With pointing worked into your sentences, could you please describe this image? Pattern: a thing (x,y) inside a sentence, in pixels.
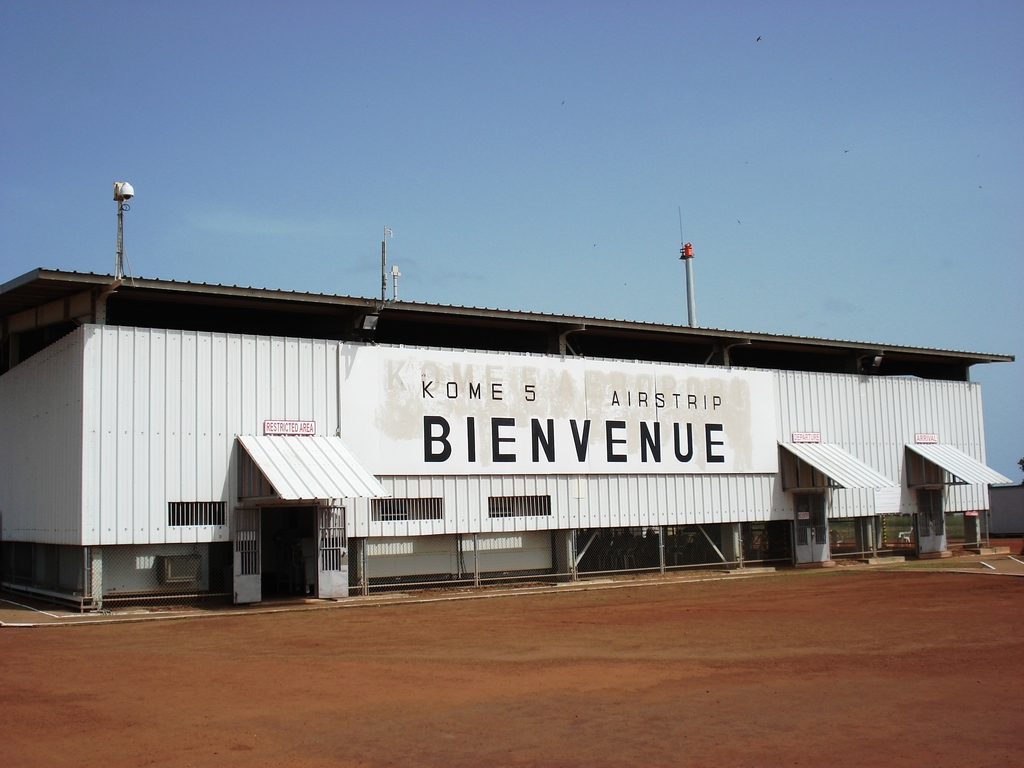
This image consists of a shed (544,418) in white color. On which we can see the poles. At the top (520,69), there is sky (592,150). At the bottom (598,606), there is ground (350,687). In the front (277,568), we can see the doors (242,573).
